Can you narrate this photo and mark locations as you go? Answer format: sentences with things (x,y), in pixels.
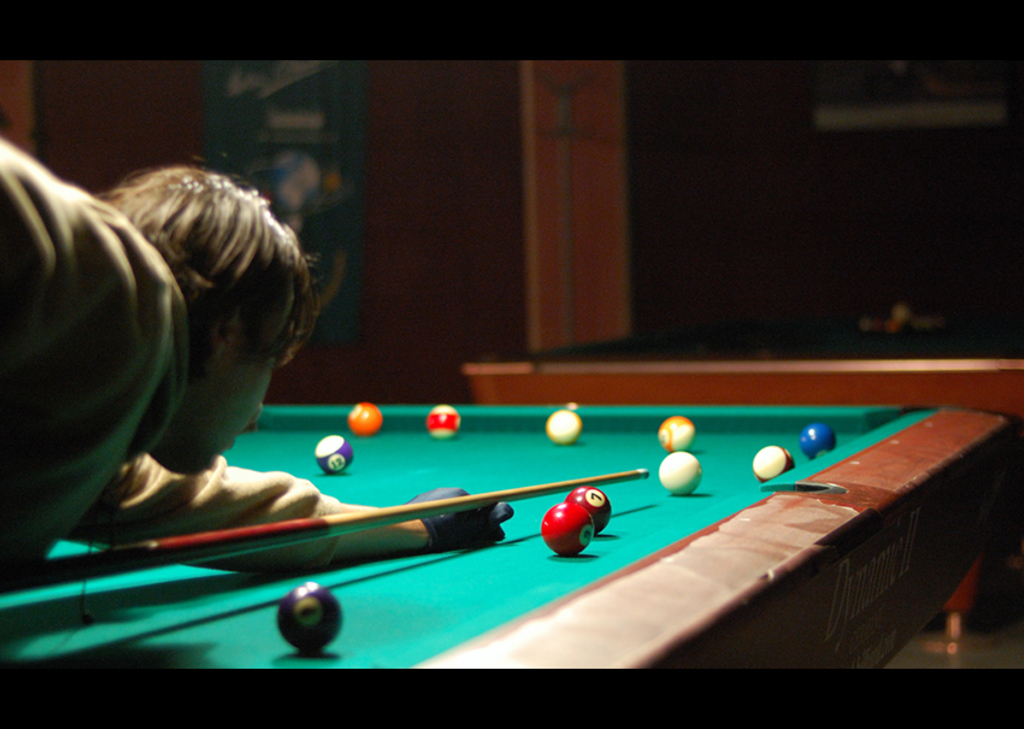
There is a man (179,364) playing pool game.
